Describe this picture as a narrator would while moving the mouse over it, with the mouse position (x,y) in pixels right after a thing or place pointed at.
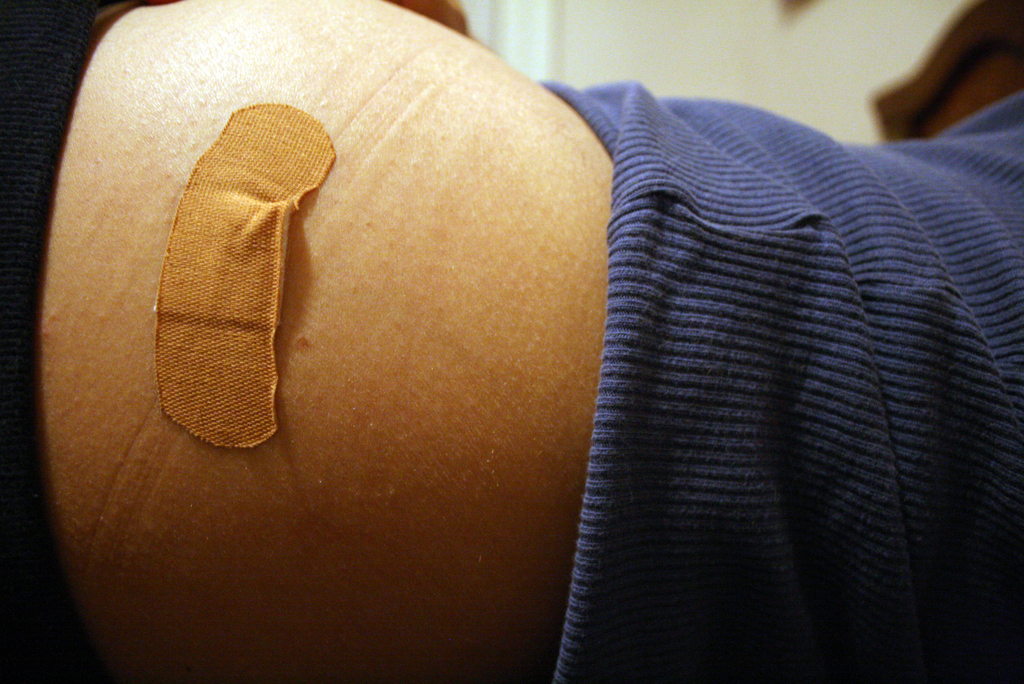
In this image, I can see a first aid plaster (182,390) on the body (474,291) of a person (851,282). There is a blurred background (571,51).
